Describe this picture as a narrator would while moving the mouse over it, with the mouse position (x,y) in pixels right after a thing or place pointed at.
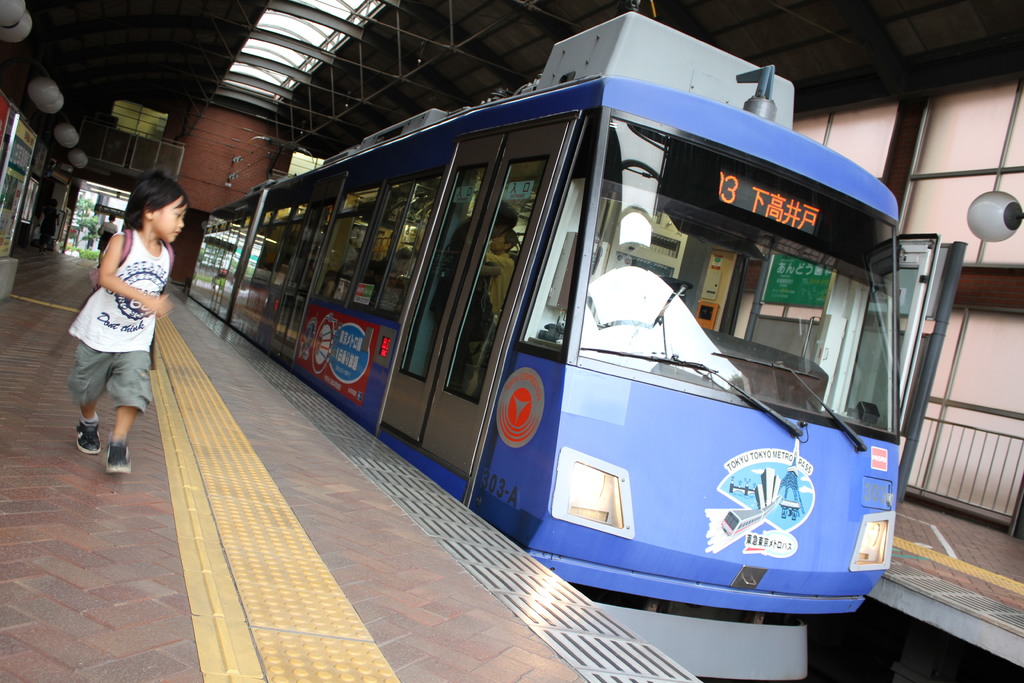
In this image we can see a train (670,518), platform (333,615), lights (84,165), boards (22,136) and the roof (340,78). On the left side of the image (112,415), we can see a boy (145,278) is running on the platform (138,500).
